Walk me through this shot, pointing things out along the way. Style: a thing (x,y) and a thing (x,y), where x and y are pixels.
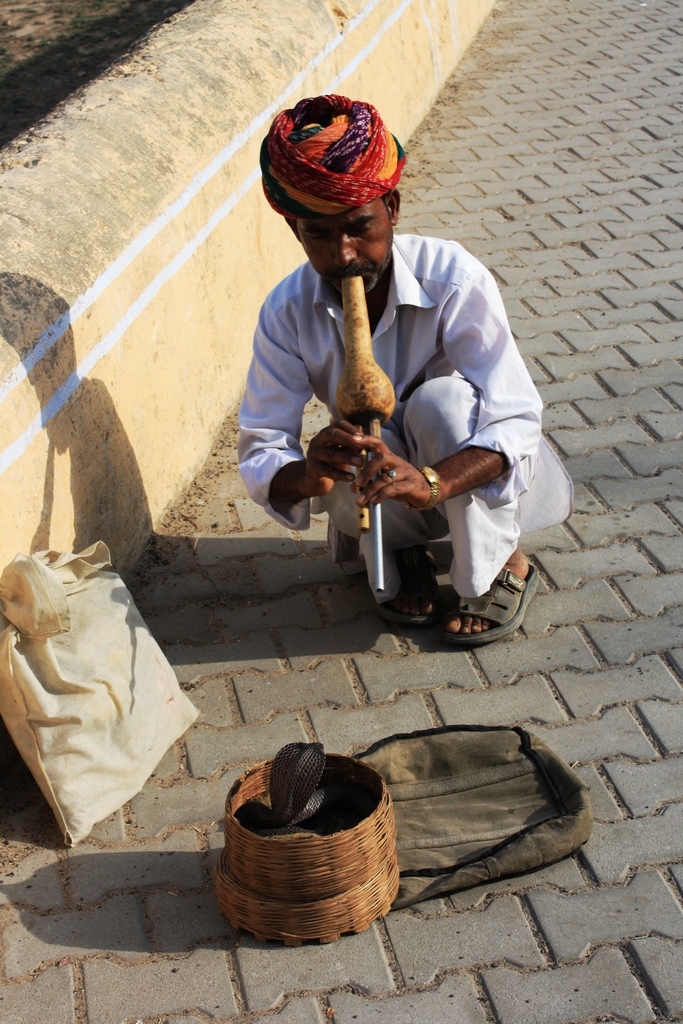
In this image I can see a man (411,412) is in a squat position and holding some object (373,421) in hands (388,496). Here I can see a snake (291,807) in a wooden basket (304,838), a bag (122,719) and other objects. The man (373,441) is wearing white color clothes (414,437).
